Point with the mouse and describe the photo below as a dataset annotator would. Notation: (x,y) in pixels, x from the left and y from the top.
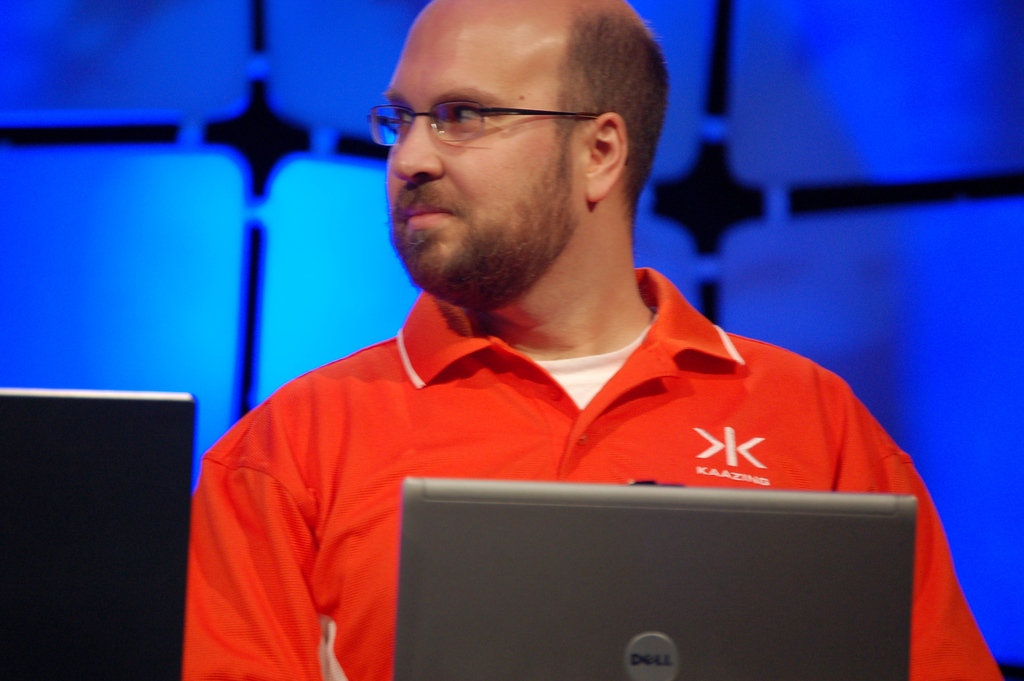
In the center of the image (373,388) there is a person (343,589) wearing orange color t-shirt (664,329). At the bottom of the image (418,494) there is a laptop (461,630).
